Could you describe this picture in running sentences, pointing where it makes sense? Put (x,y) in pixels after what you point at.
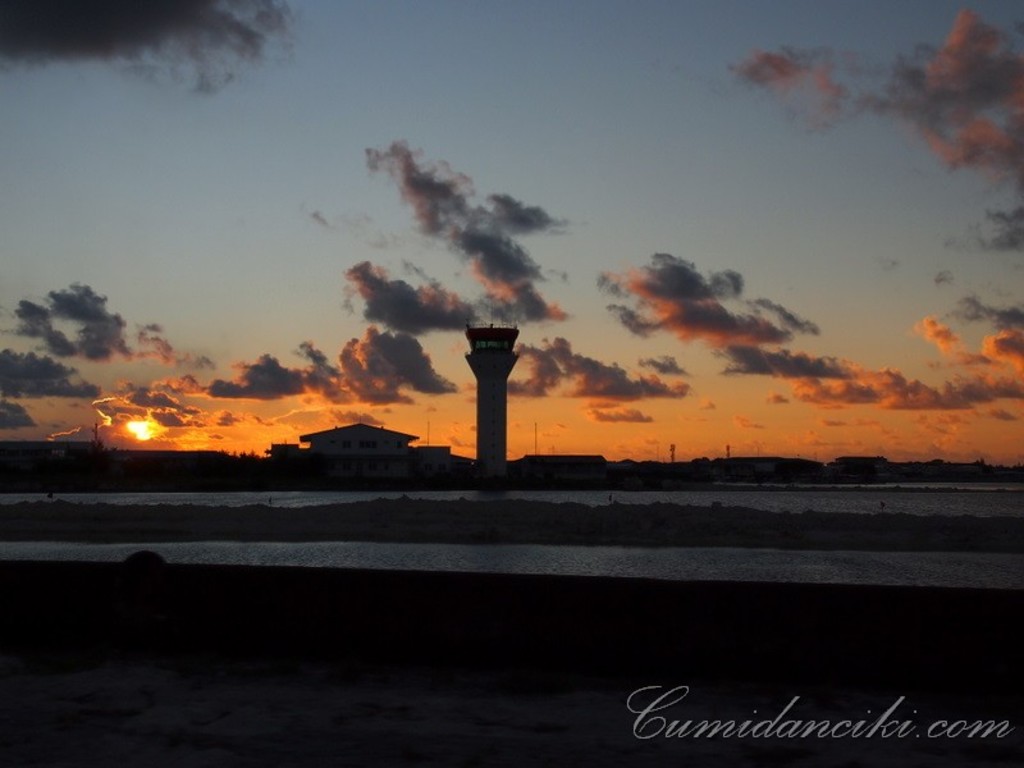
There are two lakes (179,498) separated with dry land (510,513). In front of it, there is a watermark (818,734). In the background (556,471), there is a tower (503,456), buildings (302,453), trees (258,462), sun (147,438) and clouds (505,287) in the blue sky (372,47).
